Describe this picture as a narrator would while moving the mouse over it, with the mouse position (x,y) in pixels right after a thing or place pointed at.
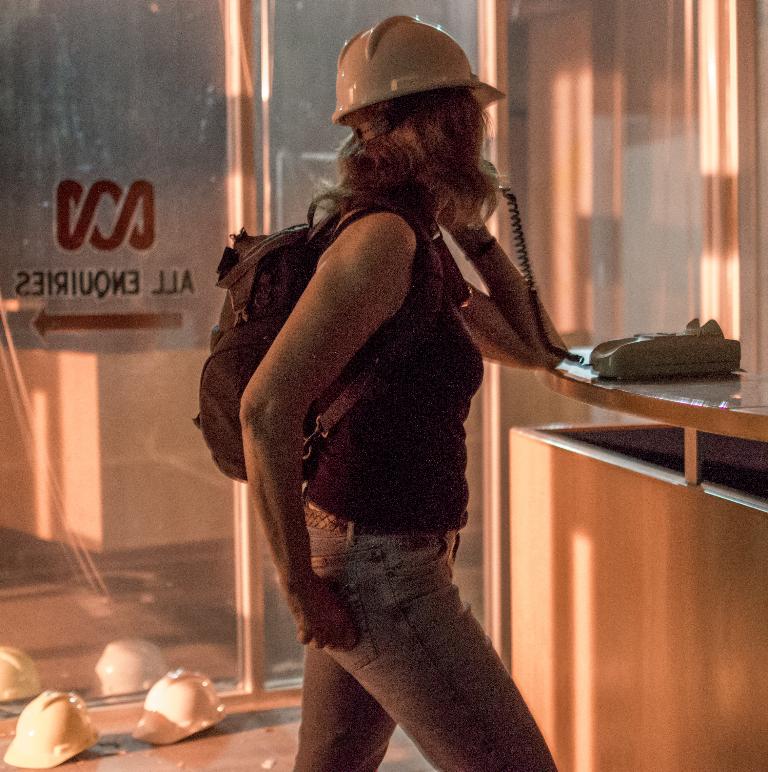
In this image we can see a woman (422,346) is standing. She is wearing a top (393,402), jeans (450,587), carrying bag (281,264) and holding telephone (516,232). In front of her, we can see a table (627,432) and a telephone (652,362). In the background (163,88), we can see glass wall (148,93). We can see two white color helmets (149,715) on the floor (186,749). The woman (401,83) is also wearing a white color helmet (411,73).
